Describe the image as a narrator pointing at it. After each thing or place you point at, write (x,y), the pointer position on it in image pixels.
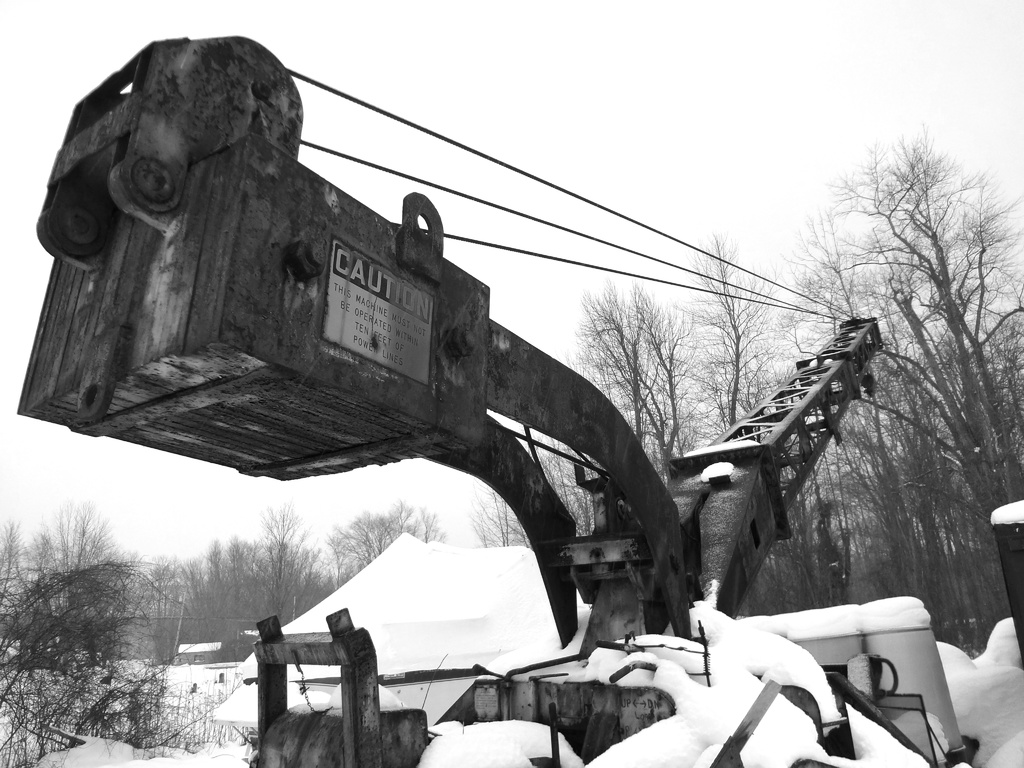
In this image in the center (541,401) there might be a vehicle (194,197), and some objects (447,708) and at the bottom (210,766) there is snow (228,764). In the background (1004,276) there are some trees (31,670) and some tents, at the top of the image (638,96) there is sky (583,314).
